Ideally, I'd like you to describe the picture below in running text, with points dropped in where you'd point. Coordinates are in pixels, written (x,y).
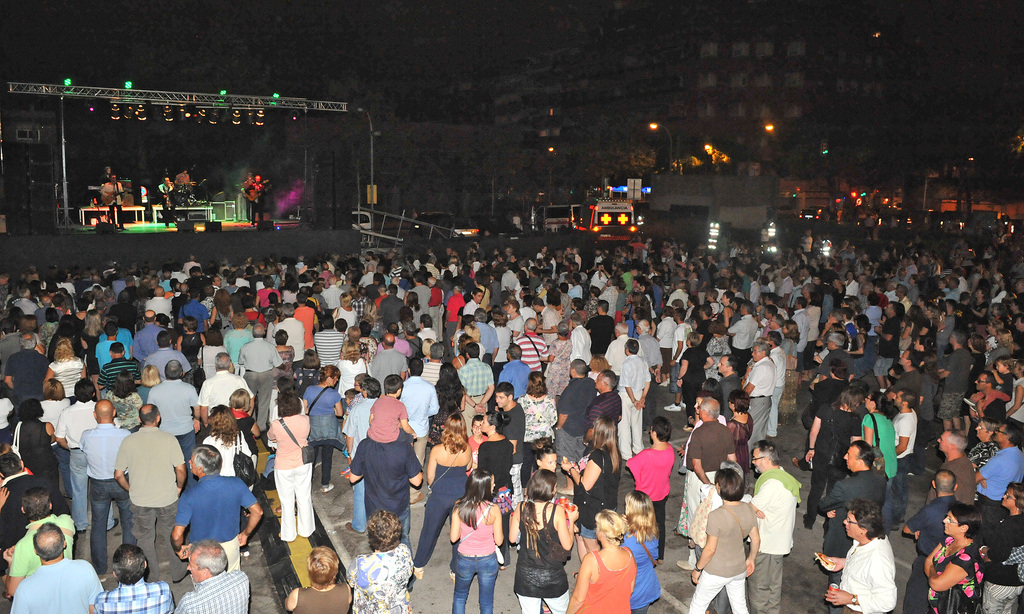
In this image, we can see some people (975,391) standing and we can see the stage (239,224), there are some people (172,215) performing on the stage (204,194), we can see the lights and there are some buildings (663,101).
